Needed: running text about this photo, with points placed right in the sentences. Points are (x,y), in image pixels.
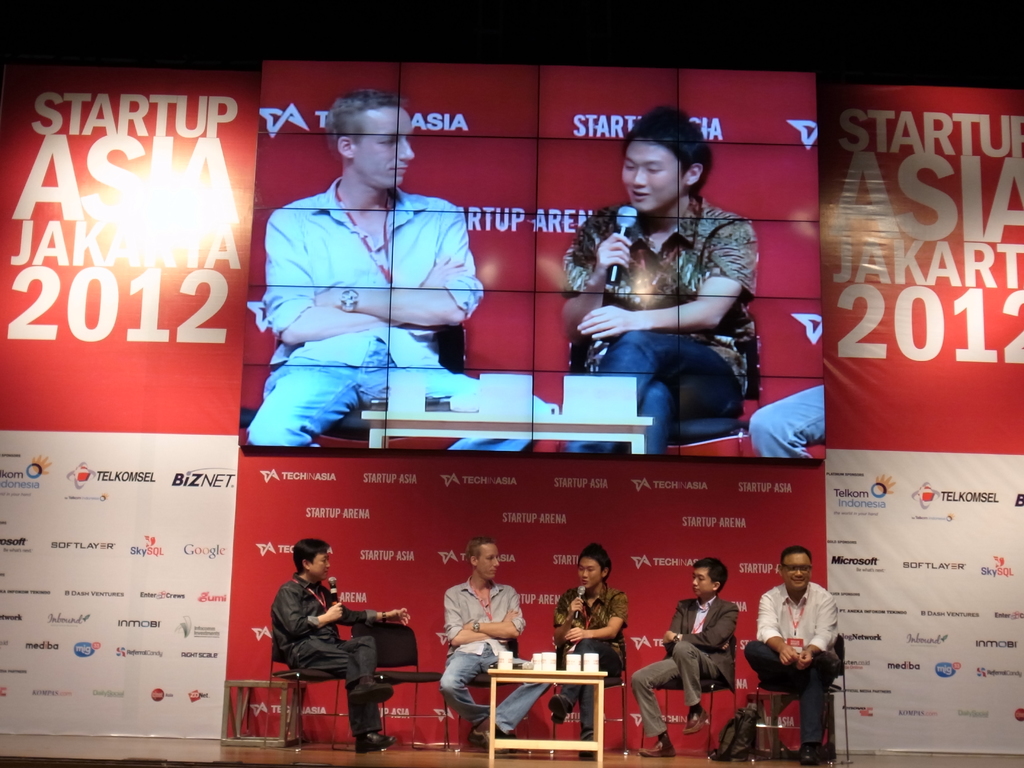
In this image I can see the group of people (287,639) sitting on the chairs (389,657) and I can see two people (368,658) are holding the mics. In-front of these people (495,658) I can see the cups (509,666) on the table (493,679). In the background (380,539) I can see the banner (23,174) and I can see two people (593,262) in the screen (578,283).
